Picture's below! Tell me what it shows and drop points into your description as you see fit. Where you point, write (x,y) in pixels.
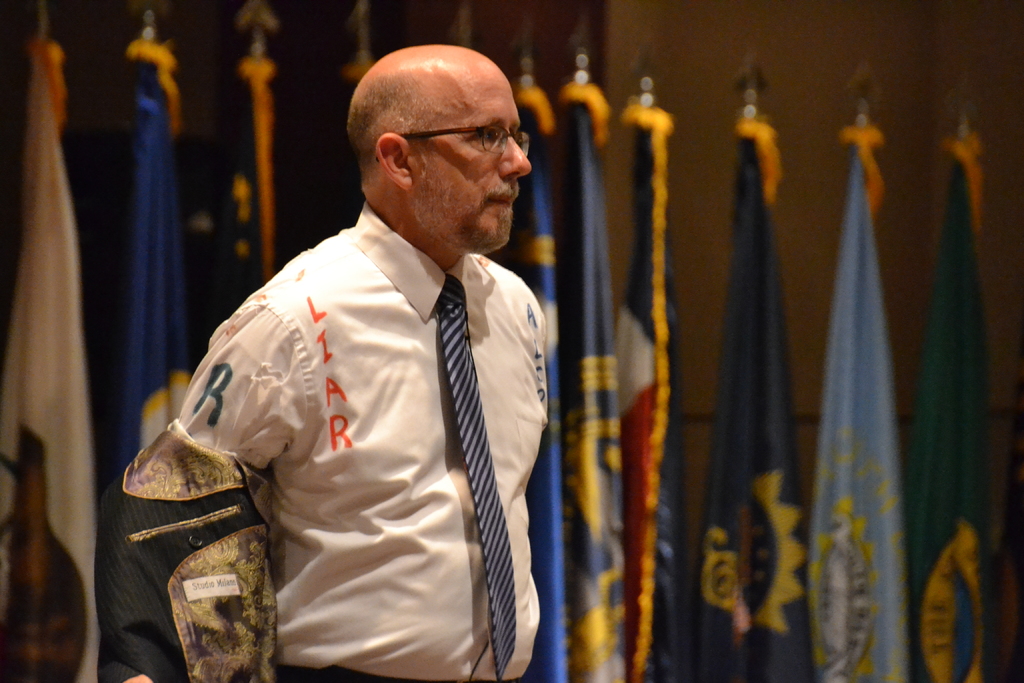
In this image there is a person (389,451) standing, he is truncated towards the bottom of the image (356,469), there are flags (775,329) truncated towards the bottom of the image (744,564), at the background of the image (729,115) there is a wall (706,74) truncated.
